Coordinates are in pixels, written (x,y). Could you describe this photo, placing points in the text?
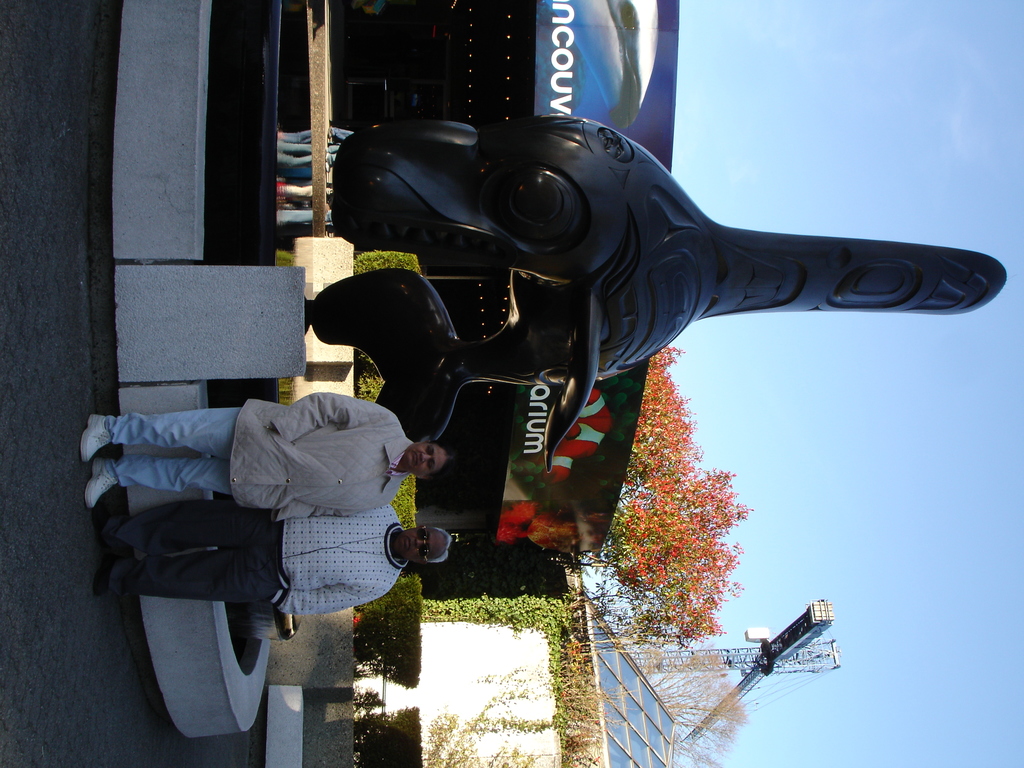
There is a man (219,531) and woman (237,452) standing. In the back (288,344) there is a statue (399,327) on a stand (205,343). In the back (498,44) there is a building (524,53) with banner (605,13). Also there are trees (694,492). In the back (716,436) there is sky (726,635). And there is a tower crane (711,664).
